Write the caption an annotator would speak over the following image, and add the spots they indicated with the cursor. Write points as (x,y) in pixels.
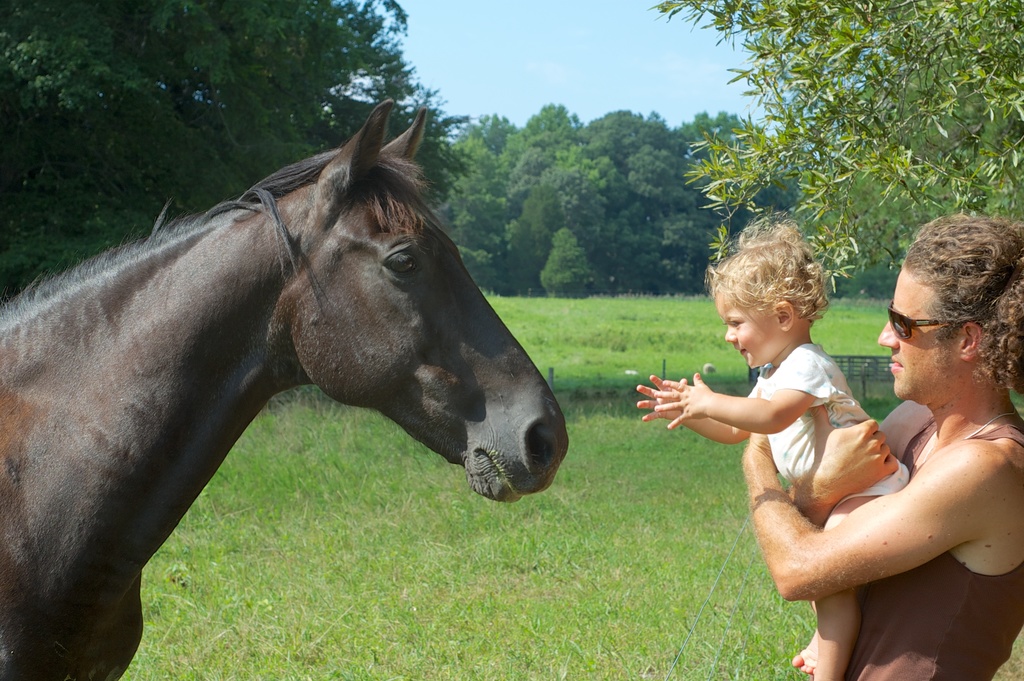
In this picture we can see a horse (345,302), a man (902,550) and a kid (760,293). The kid (748,352) is trying to touch the horse (404,343), in the background (632,153) we can see couple of trees (666,214) and grass (544,502).
